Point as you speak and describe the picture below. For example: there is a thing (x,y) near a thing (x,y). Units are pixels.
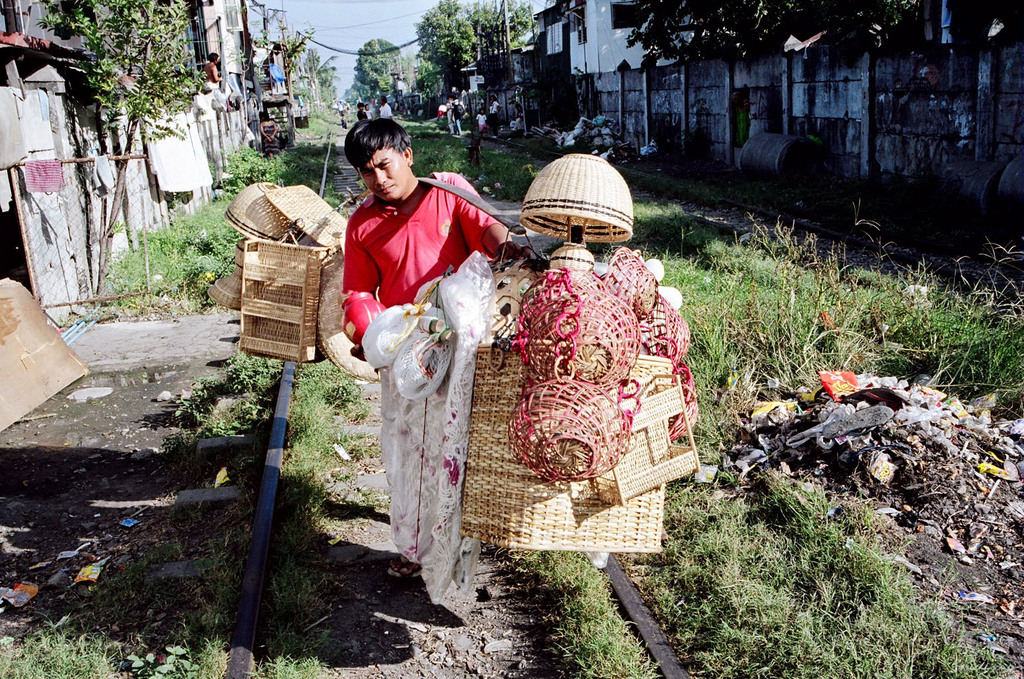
In this image, we can see a person (454,440) is standing on the ground (406,607). Here we can see some objects (444,451), train tracks (232,654), grass (755,369), plants (761,318). Background (380,21) there are so many houses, walls (1014,87), trees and sky (387,36).
